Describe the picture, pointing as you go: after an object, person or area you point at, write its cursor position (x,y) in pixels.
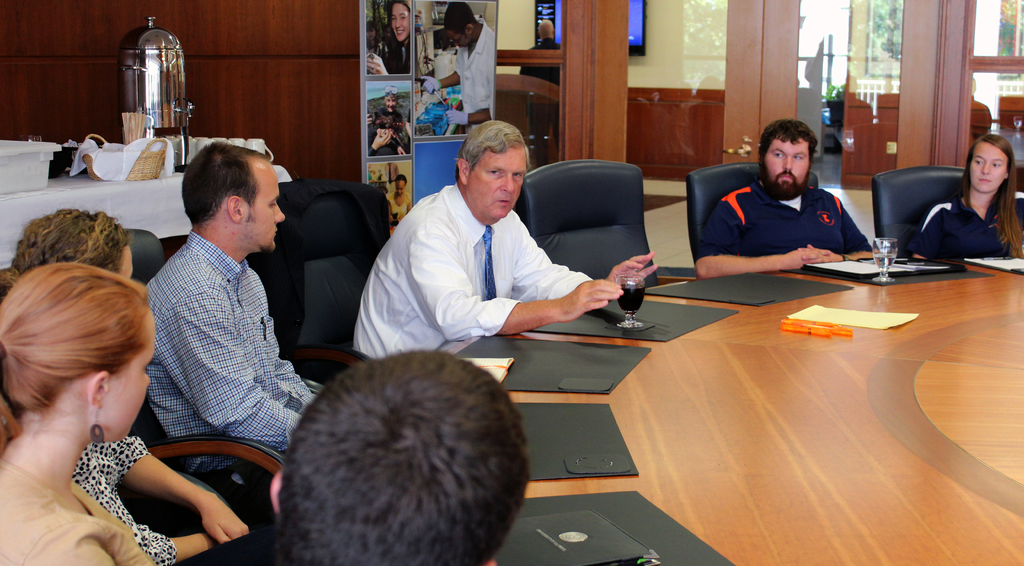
In this image i can see a group of people (493,291) sitting on chairs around the table (752,443). On the table (699,434) i can see wine glasses (640,285). In the back ground (296,67) i can see a wall (282,71), a basket (164,147) and few photos (445,72) and a person (544,22) standing in front of television (555,5).
